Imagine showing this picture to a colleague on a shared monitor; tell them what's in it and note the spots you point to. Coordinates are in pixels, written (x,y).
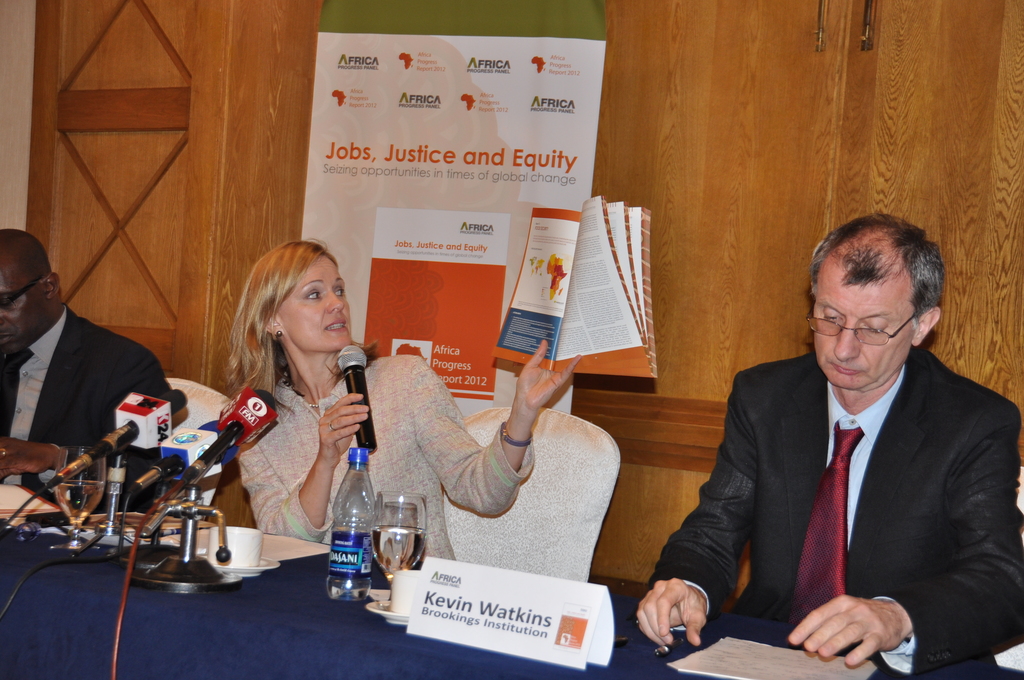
In this image we can see three people (536,389) are sitting on the chairs (566,504). There are many objects (536,650) placed on the table (387,635). There is an advertising board (515,96) in the image. A lady (406,377) is speaking into a microphone (362,437) and holding a book (615,346) in her hand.
